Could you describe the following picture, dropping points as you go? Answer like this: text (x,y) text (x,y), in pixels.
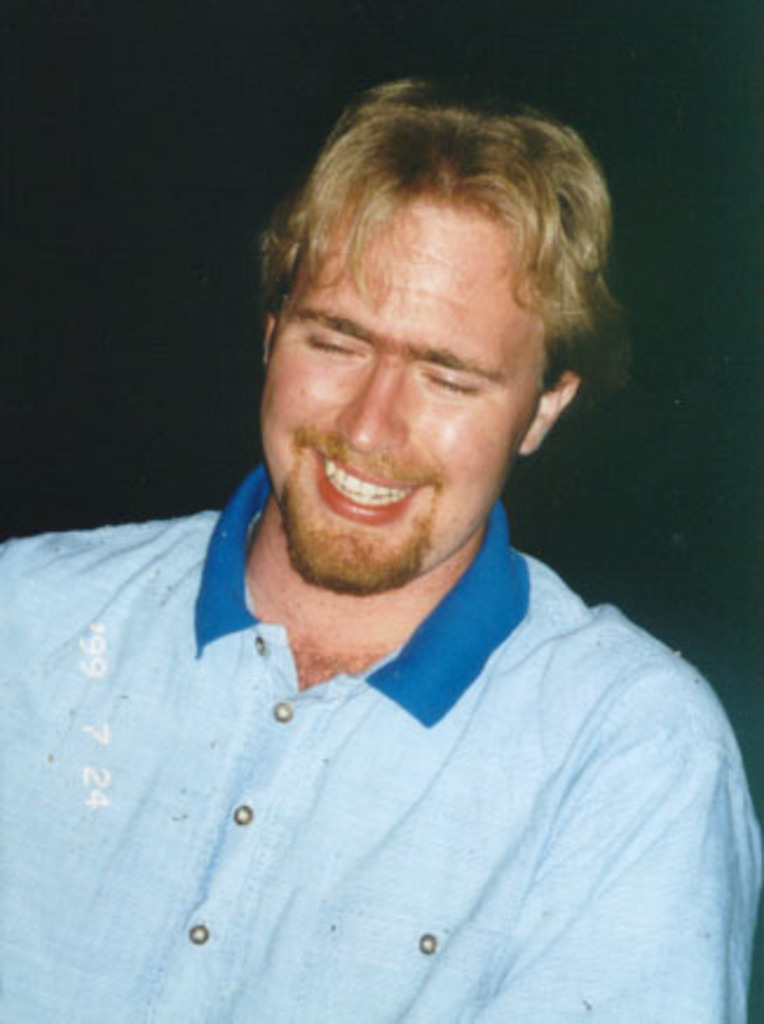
In this image the background (100,381) is dark. In the middle of the image (355,565) there is a man (333,829) with a smiling face (365,486). He has worn a blue T-shirt (229,804).
